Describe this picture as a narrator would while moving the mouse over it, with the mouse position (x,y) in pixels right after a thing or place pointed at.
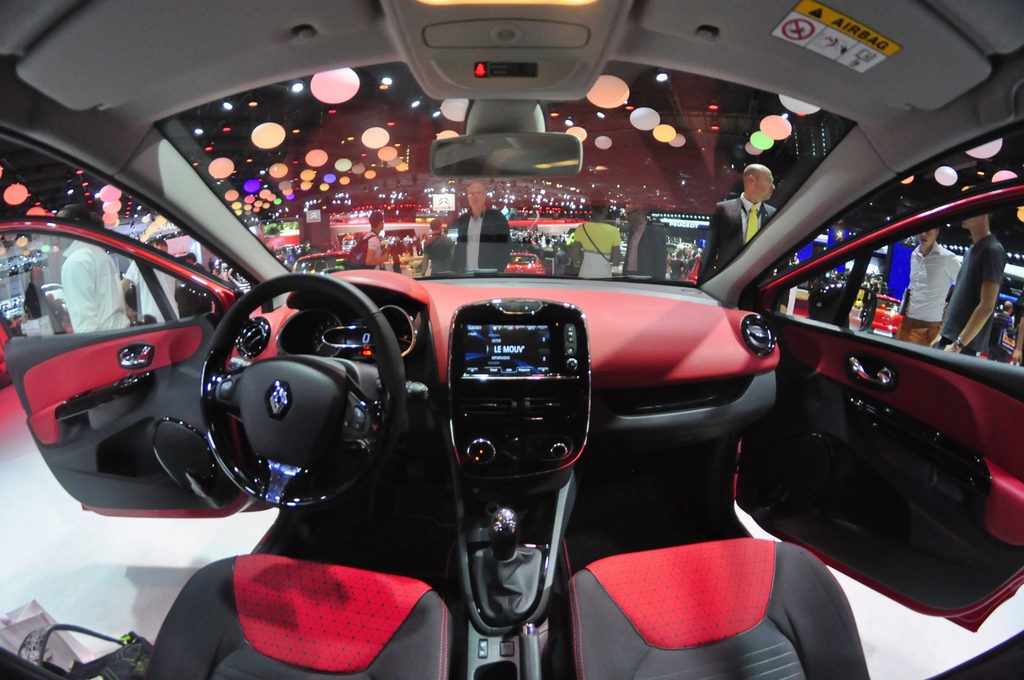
This is an inside view of a car (217,588). At the bottom (287,625) there are two seats (398,640). In the middle of the image (368,310) there is a steering (391,353) and also I can see the speedometers (339,334). On the right (879,419) and left side of the image (110,366) I can see the car doors (111,374). At the top of the image (350,226) there is a glass (370,215) through which we can see the outside view. In the outside there are few people (480,253) standing. In the background (280,164) there are many lights (284,183).
